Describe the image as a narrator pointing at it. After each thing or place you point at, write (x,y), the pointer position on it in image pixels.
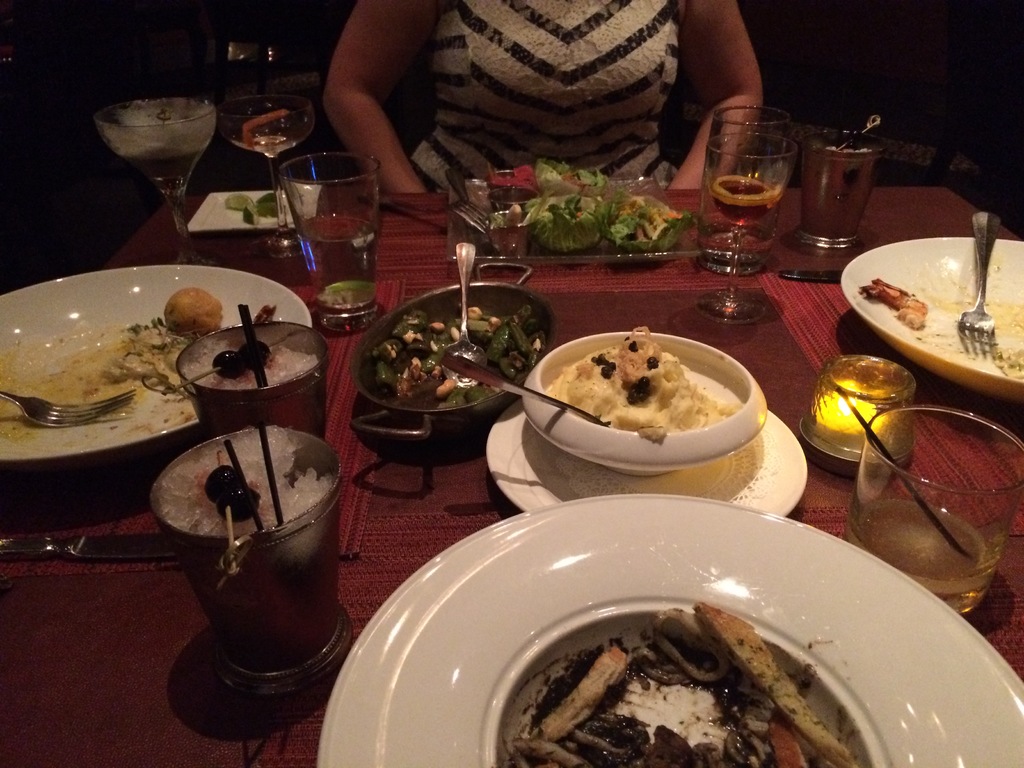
In this image we can see a person (546,84) sitting near the table (590,333). On the table (424,549) there are plates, cups (245,577), glasses (879,528), spoons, food items (642,343) and few objects (528,231). And the dark background (305,84).
